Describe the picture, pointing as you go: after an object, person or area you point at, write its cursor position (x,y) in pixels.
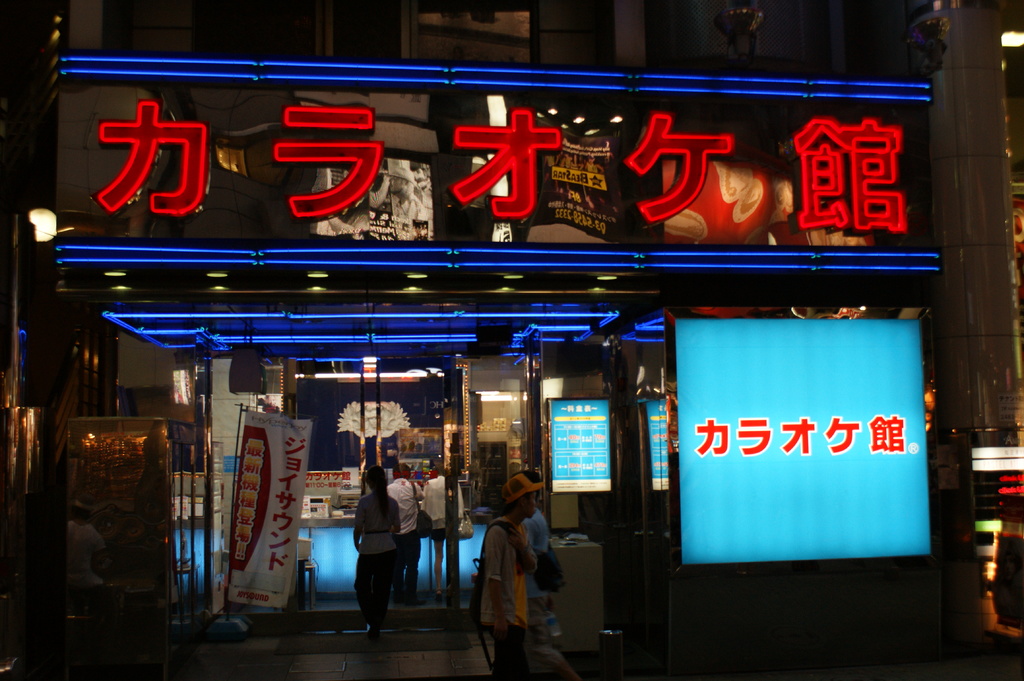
As we can see in the image there are few people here and there, screens (772,538), banners (281,444), wall (315,439) and building (206,476). The image is little dark. On the left side (37,239) there is a light (34,214).
